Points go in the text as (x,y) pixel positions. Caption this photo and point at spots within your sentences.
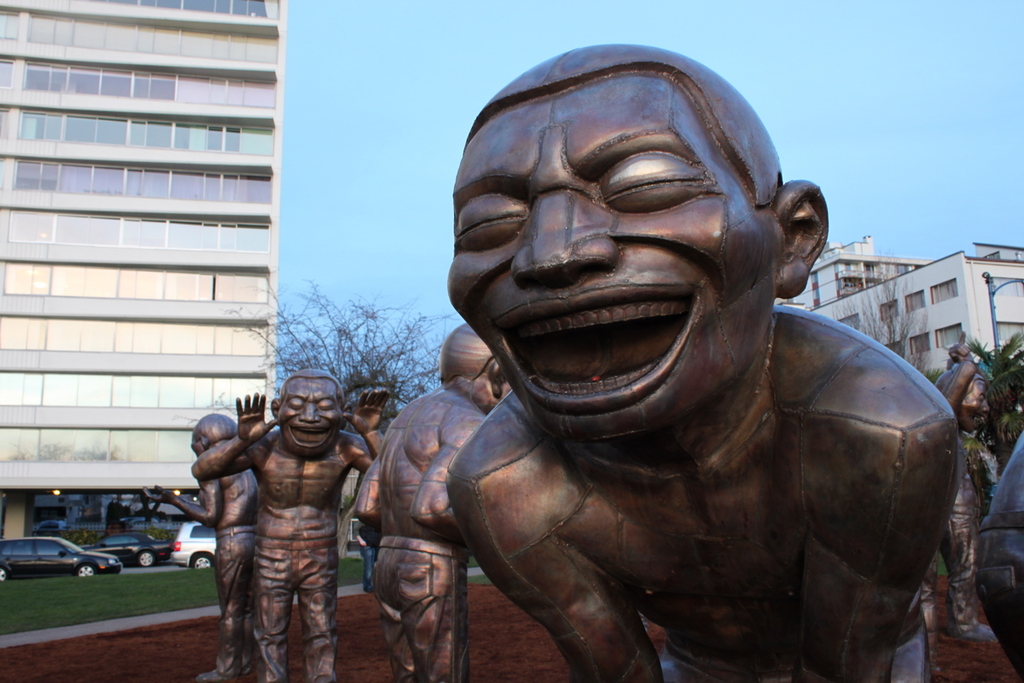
In this image in front (645,516) there are statues (602,506). At the bottom of the image (88,594) there is grass (108,590) on the surface (122,591). In the background of the image (186,246) there are cars (62,561), trees (1003,350), buildings (948,348) and sky (372,77).
